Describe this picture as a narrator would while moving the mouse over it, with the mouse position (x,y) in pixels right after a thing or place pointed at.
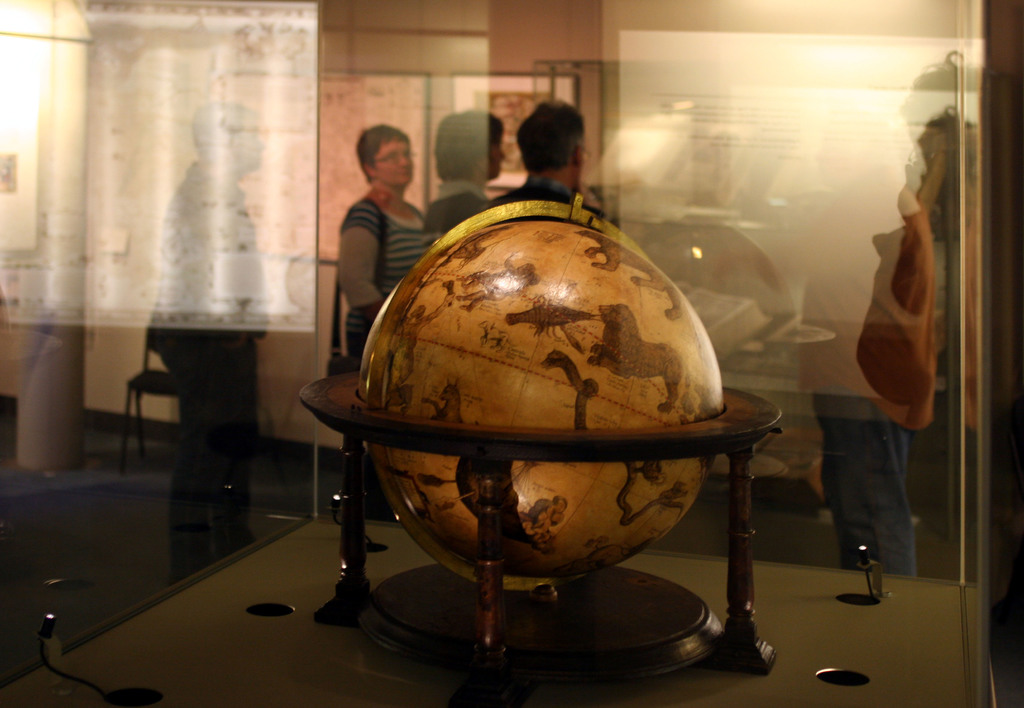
In this image I can see a globe (538,408) in a glass box (650,222). In the background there are few people (497,168) standing, there is a chair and there are photo frames (429,86) attached to the wall (581,53).
